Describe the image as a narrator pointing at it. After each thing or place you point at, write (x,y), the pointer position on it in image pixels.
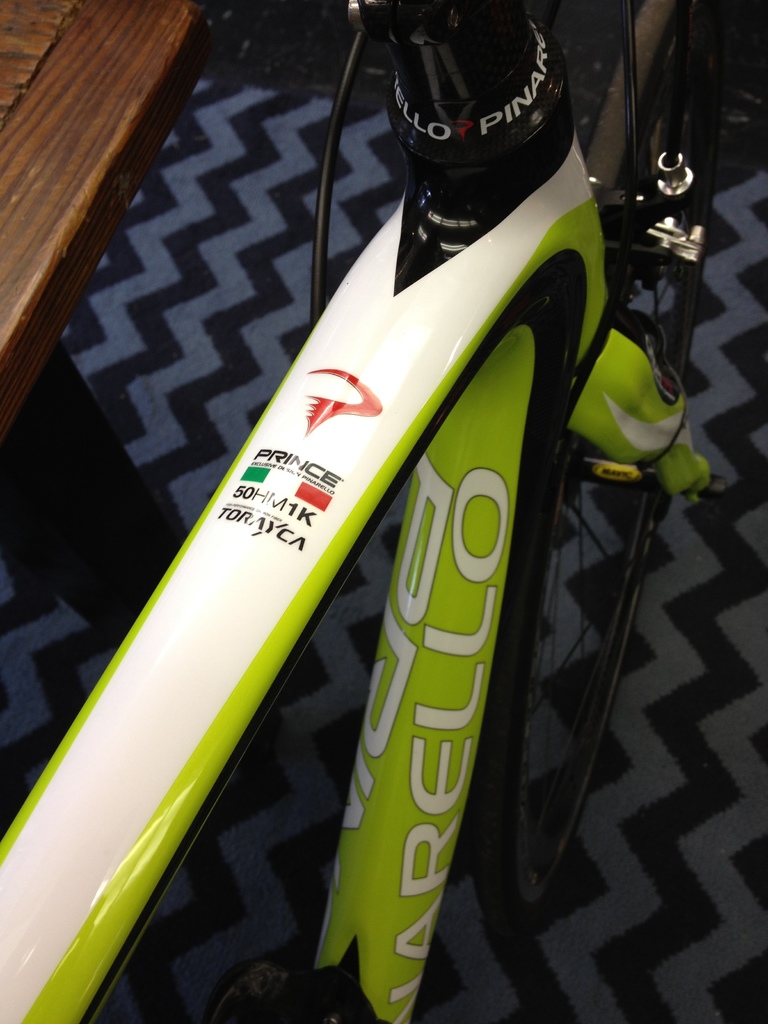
There is a bicycle (508,632) on the floor (555,971). In the background (23,209), there is a wooden object (43,201).
